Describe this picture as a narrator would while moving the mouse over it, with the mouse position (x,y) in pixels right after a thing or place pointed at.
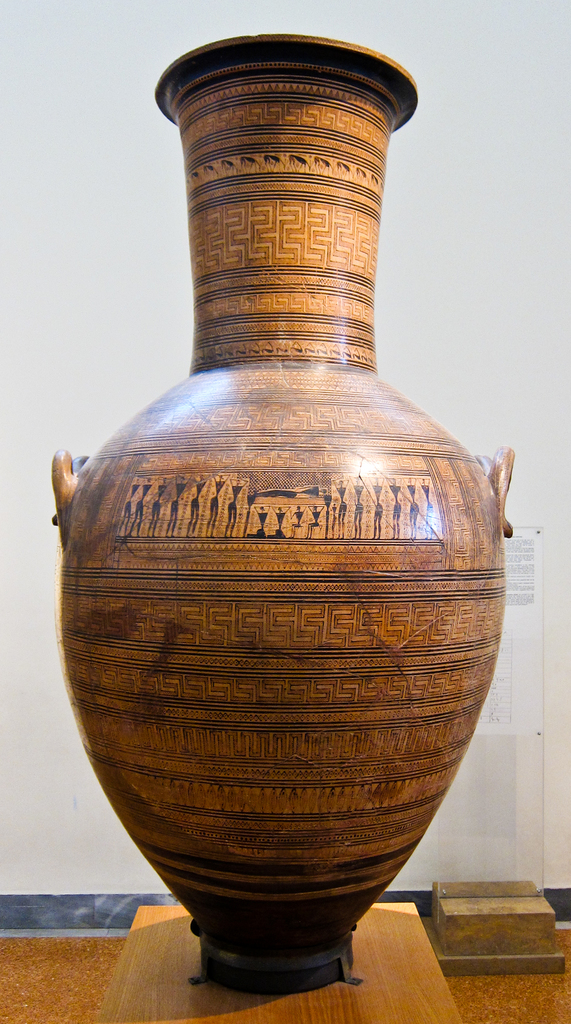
There is a large decorated vase (321,871) on a wooden surface (193,972). There is a white background (72,239).
